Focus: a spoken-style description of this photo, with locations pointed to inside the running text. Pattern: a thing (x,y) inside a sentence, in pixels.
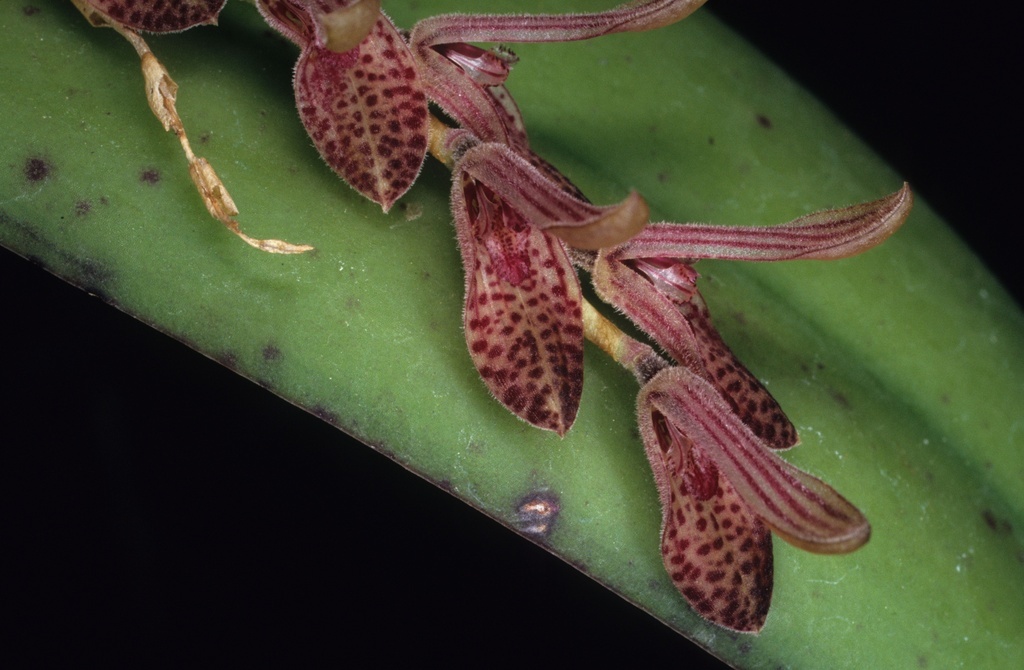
Here in this picture we can see a flower (484,233) present on the plant (556,434) over there.
